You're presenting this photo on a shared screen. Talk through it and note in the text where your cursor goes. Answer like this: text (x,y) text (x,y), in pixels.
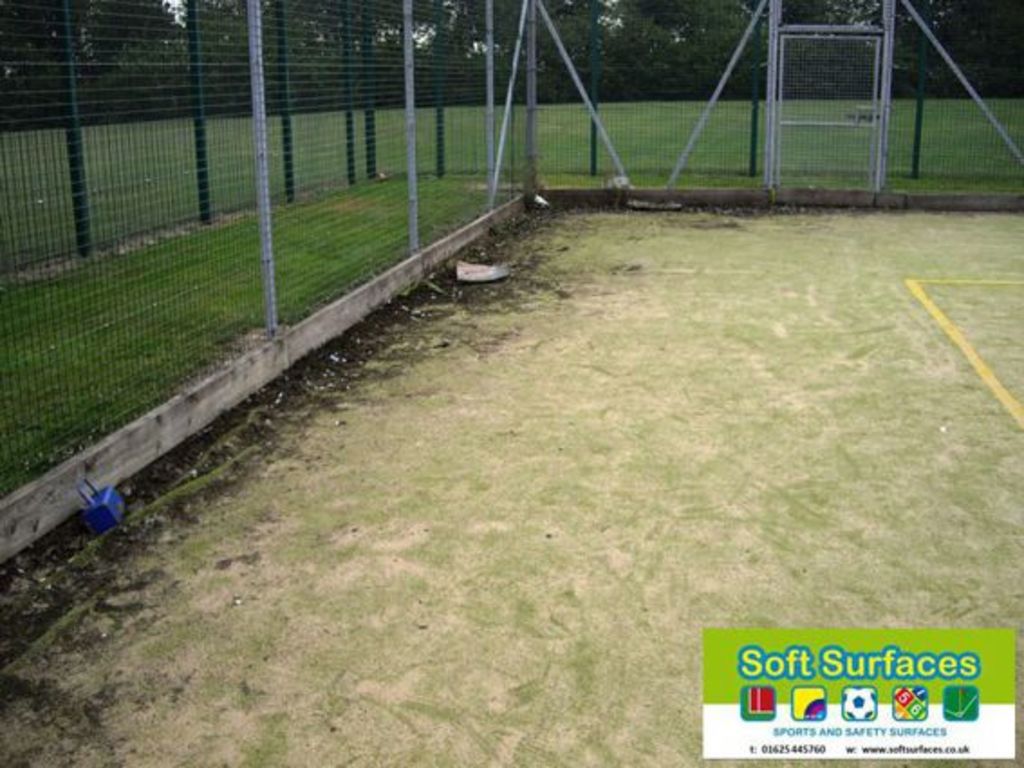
In this picture I can see a ground (574,529) on which we can see a grass (247,123) and also we can see fencing (492,128) to the both sides, behind we can see some trees (128,83).
